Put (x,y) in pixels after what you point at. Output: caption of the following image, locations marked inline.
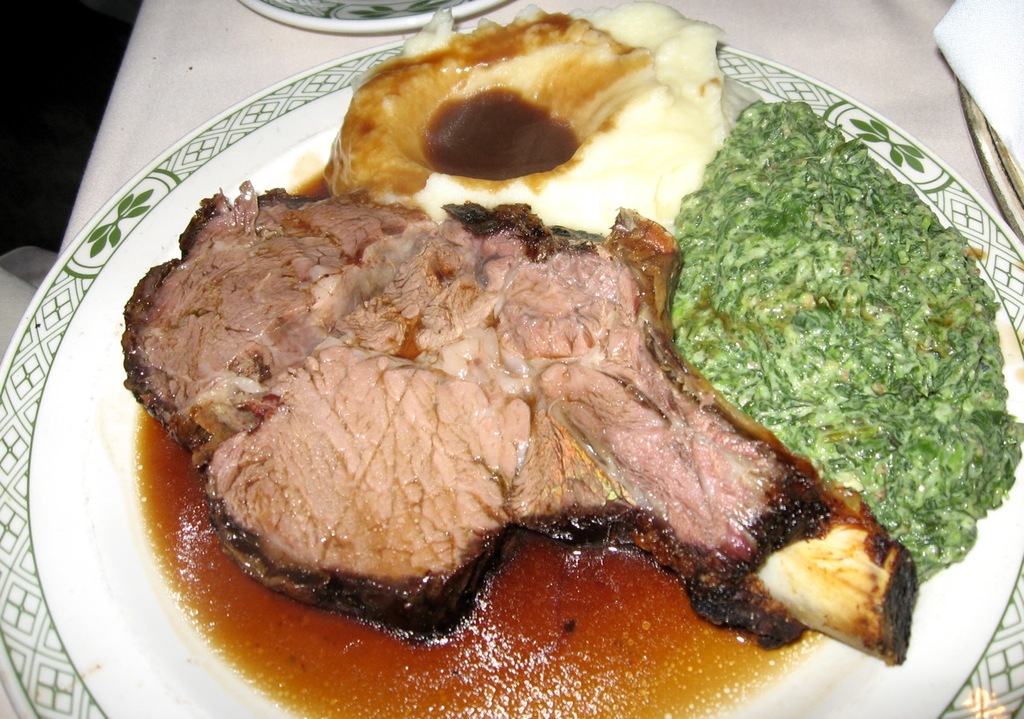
In this picture there is a plate (842,667) in the center of the image (621,377), which contains food items (574,207) and beef (499,352) in it.
